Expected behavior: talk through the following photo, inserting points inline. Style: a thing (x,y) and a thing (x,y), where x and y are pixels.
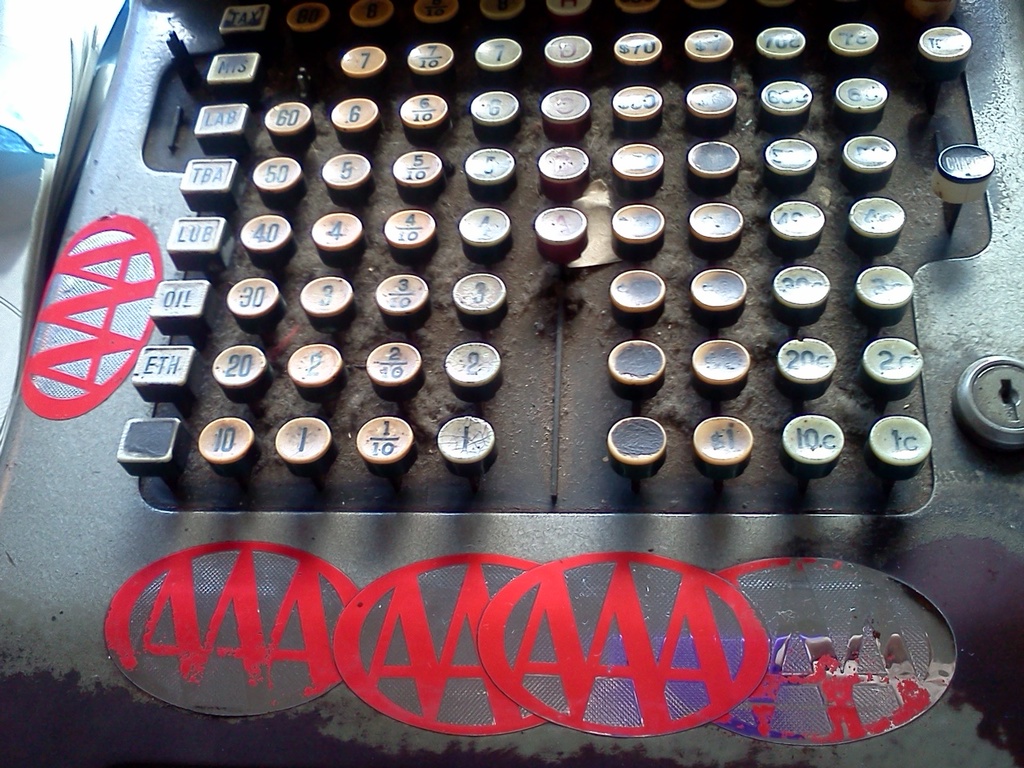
In this image there is a machine (200,161) and papers (42,223). On this machine (770,250) there are keys (214,122) and stickers (783,612).
